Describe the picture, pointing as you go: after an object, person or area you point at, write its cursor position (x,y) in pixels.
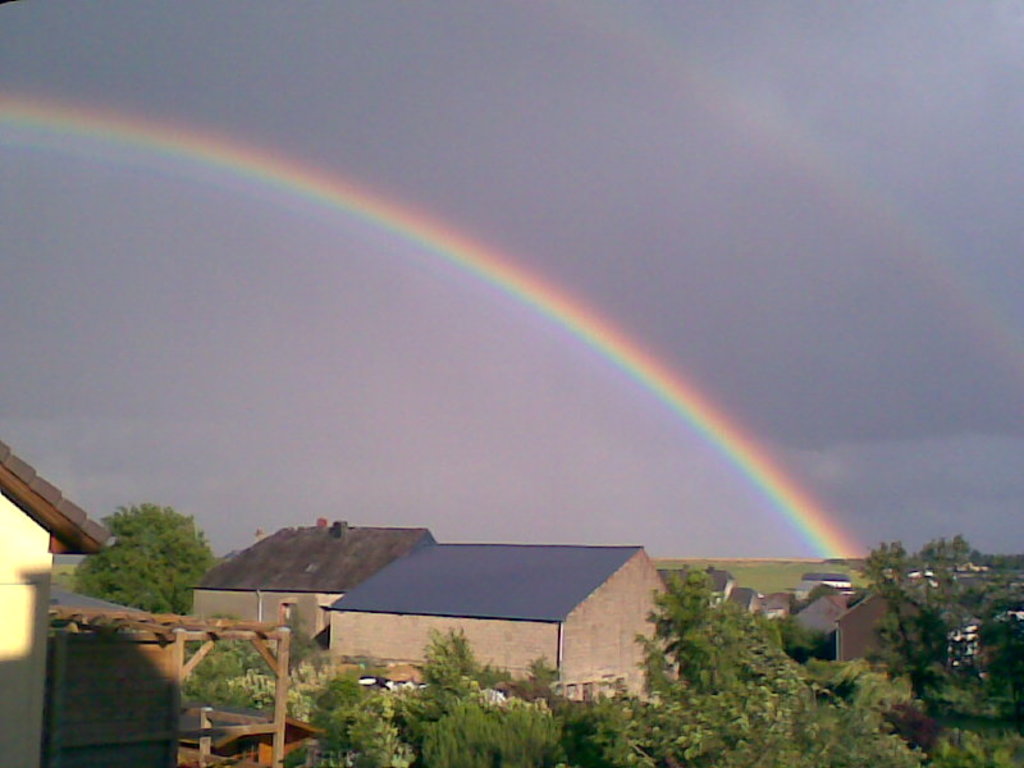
In this picture I can see there are buildings (359,598), trees (828,670) and there is a rainbow (825,510) in the sky (354,281) and in the backdrop (725,160) there's another rainbow (990,309) and the sky (494,143) is cloudy.
